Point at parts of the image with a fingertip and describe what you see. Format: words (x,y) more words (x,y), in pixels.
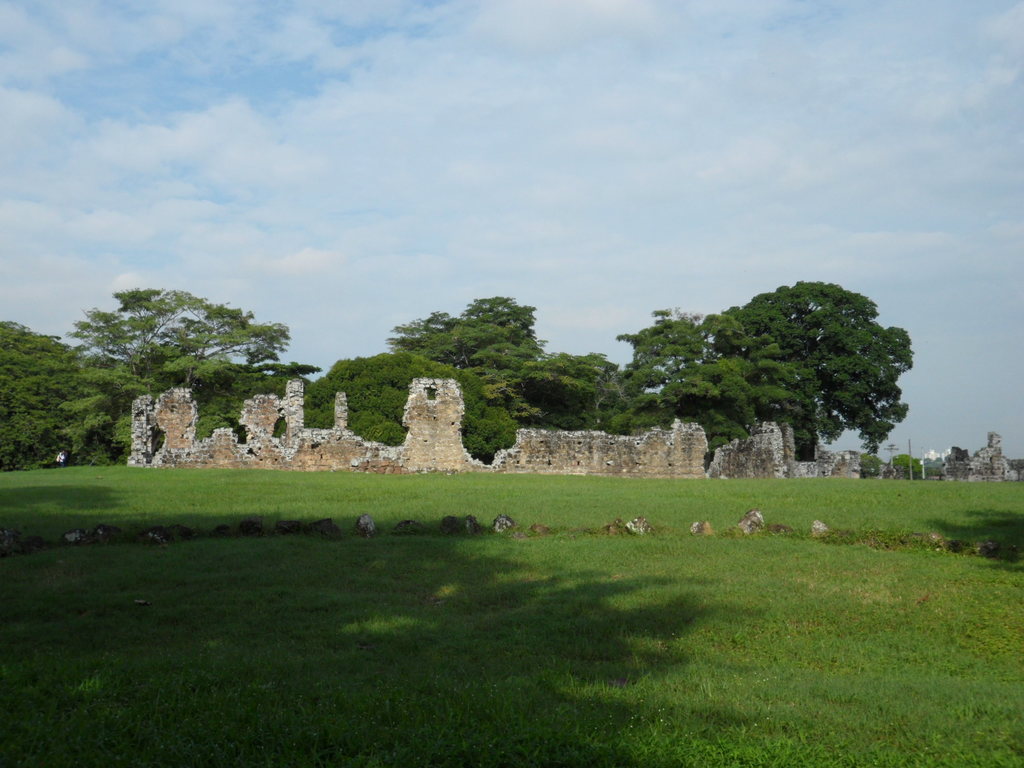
At the bottom of this image (497,730), there are shadows (576,590) of the trees (16,372) on a ground (683,659) on which there is grass (322,663). In the background (194,71), there are rocks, walls (962,449), trees (1,372) and there are clouds (456,207) in the sky (349,57).
